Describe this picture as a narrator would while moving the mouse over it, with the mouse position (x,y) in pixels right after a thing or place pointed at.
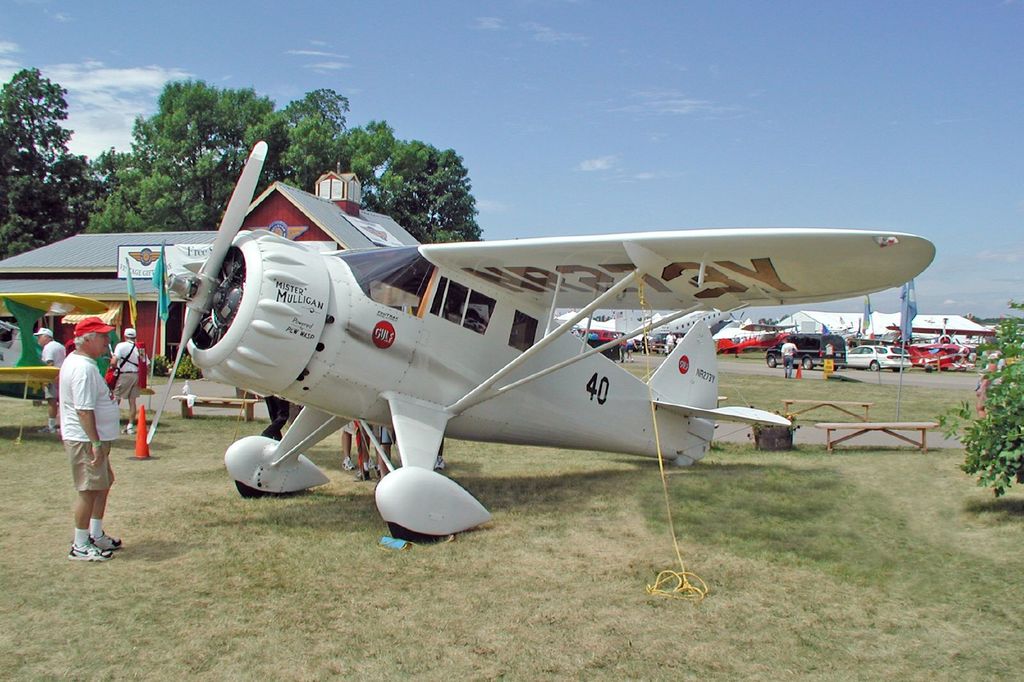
In this image there is a plane (634,305) on a land (513,553), in front of that there is a man (79,450) standing, in the background (791,347) there are tents (820,312), flags (908,318), cars (822,343) and people (628,344) and there are trees (176,163) and the sky (754,95).
